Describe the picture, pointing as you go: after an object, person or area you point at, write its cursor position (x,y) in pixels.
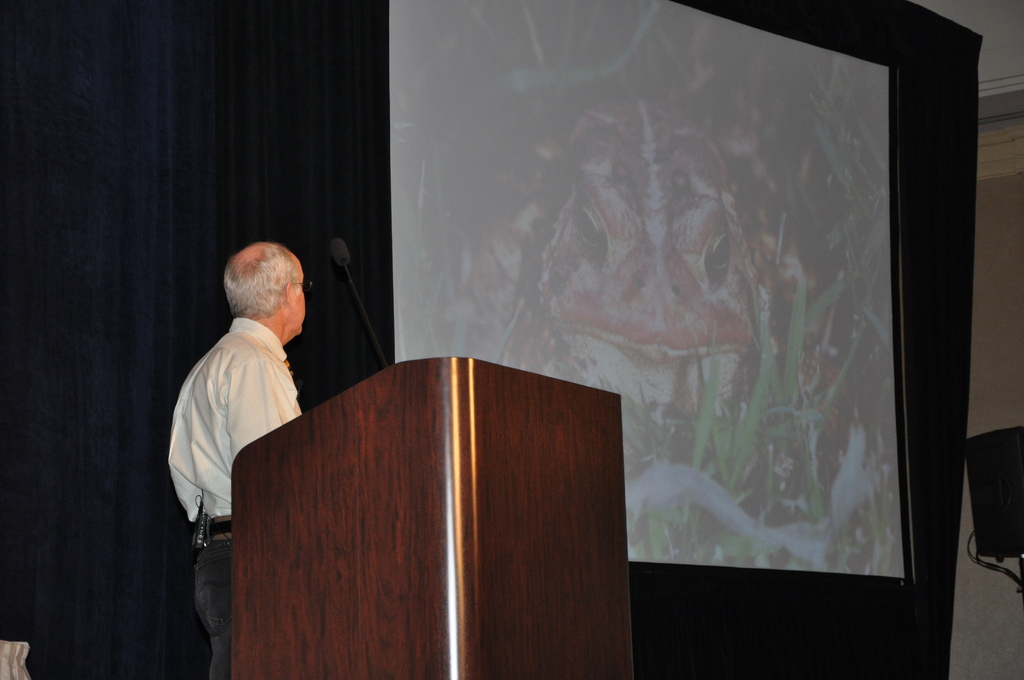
In the foreground of this image (227,417), there is a man (211,389) standing in front of a podium (375,479) on which there is a mic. Behind him, there is a curtain (268,95) and a screen (727,241). On the right (1004,262), there is a wall (1001,257).
